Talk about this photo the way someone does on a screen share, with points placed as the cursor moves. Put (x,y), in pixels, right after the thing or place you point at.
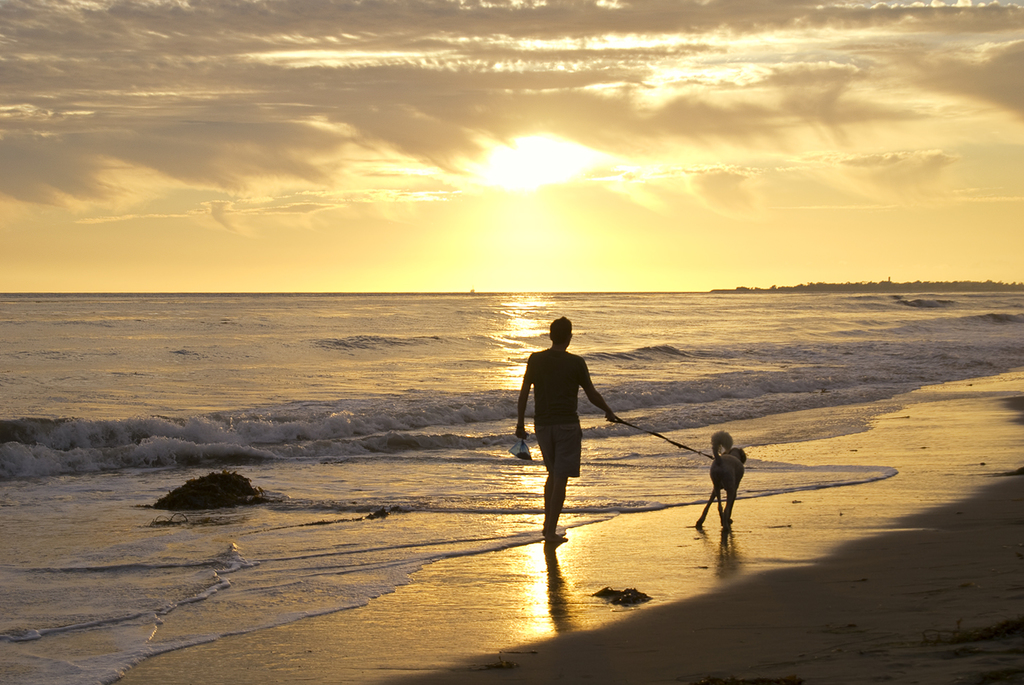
In this image a man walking along with his dog (726,492) in a beach (669,528) and there is a sea (859,393), in the background (86,265) there is a sunrise (500,212) in the sky (550,55).
